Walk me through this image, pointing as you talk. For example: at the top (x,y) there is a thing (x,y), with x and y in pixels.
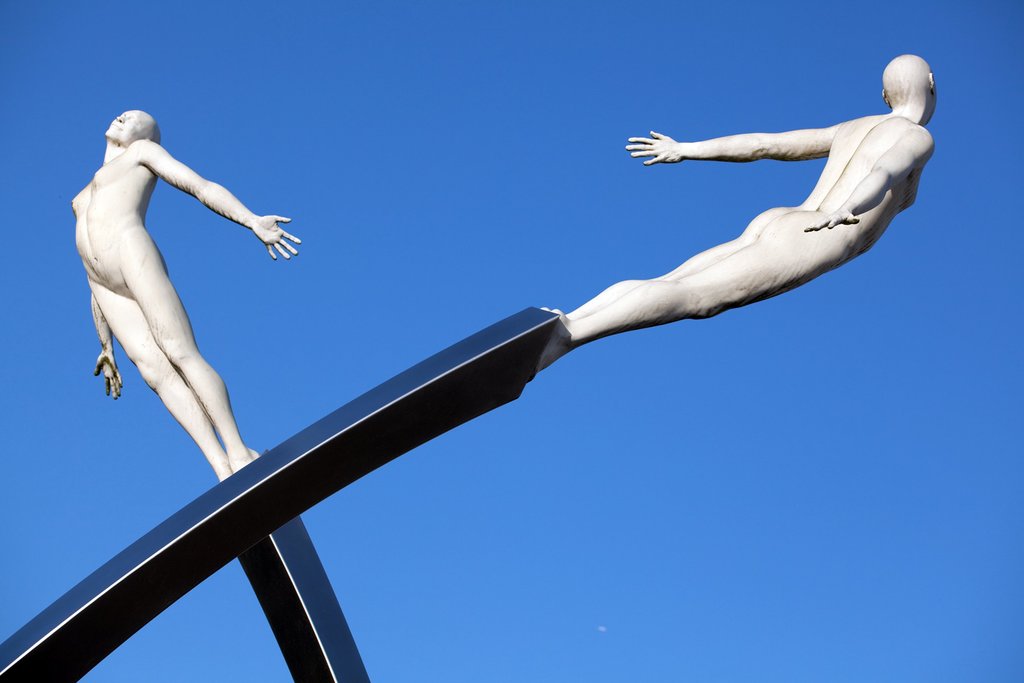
In this image I can see two statues (654,312). In the background of the image (685,342) is blue.
